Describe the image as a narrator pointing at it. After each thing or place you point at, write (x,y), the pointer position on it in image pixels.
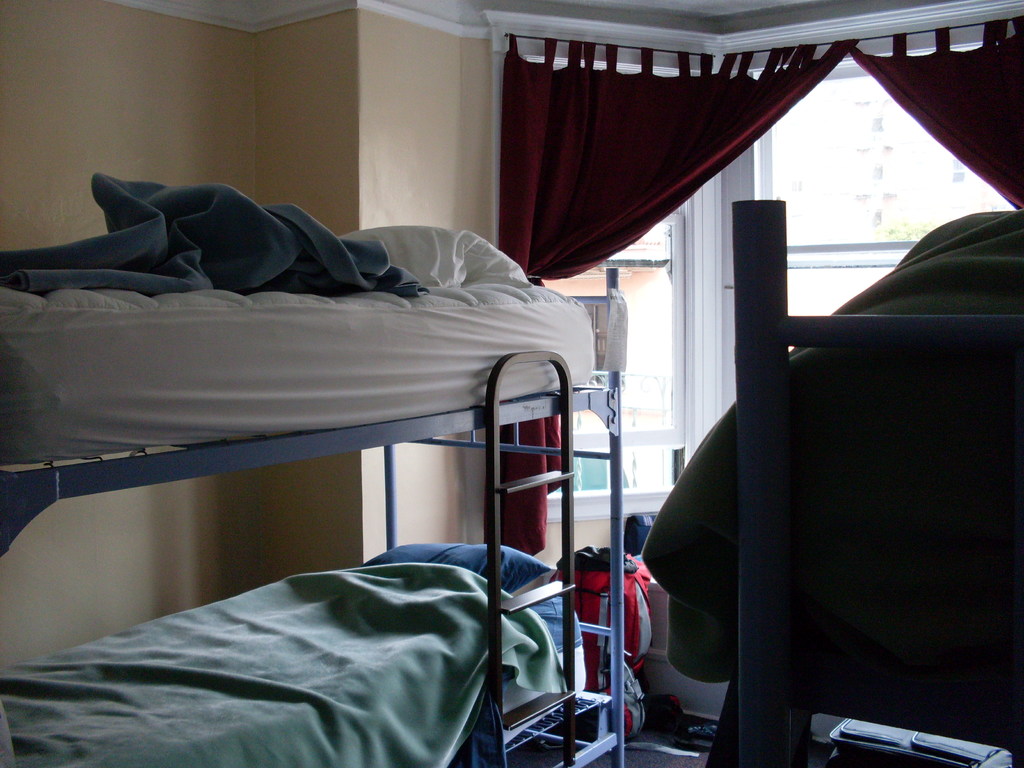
In this picture I can see there is a room (284,615) and there are beds (159,411) in the room (871,600) and there are bed sheets (524,696), blankets (192,250) and pillows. There is a window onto right side (819,146) and there is a curtain (601,258). There is a wall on to left (61,588). There is a bag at the window (717,221) and there is a building (876,200) visible from the window (864,206).
